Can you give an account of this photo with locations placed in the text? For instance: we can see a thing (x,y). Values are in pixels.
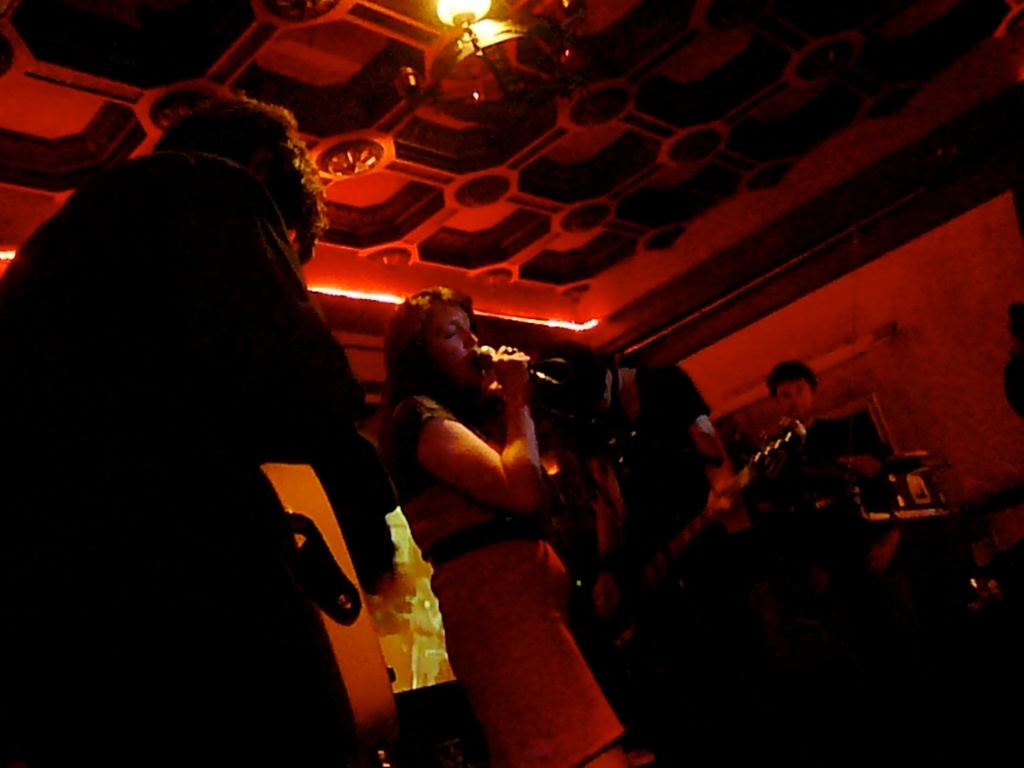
In this image I see 4 persons (429,326) in which this person (393,390) is holding a mic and this man (623,507) is holding a guitar (621,594) in his hands (718,506) and I see the wall (925,342) and I see the lights (460,61) on the ceiling (471,188).
